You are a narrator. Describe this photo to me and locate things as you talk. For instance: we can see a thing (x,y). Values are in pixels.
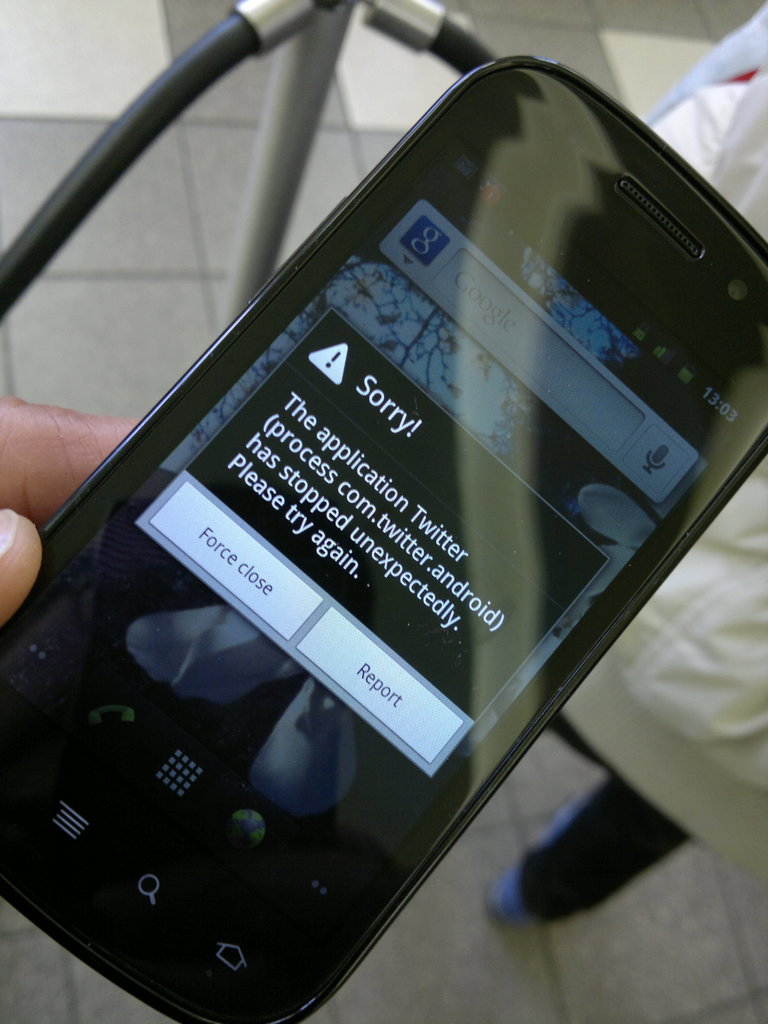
In this image, we can see the hand (5,596) of a person (15,586) holding a mobile phone (461,278), there is a pop up (232,584) in the mobile phone (697,350).
